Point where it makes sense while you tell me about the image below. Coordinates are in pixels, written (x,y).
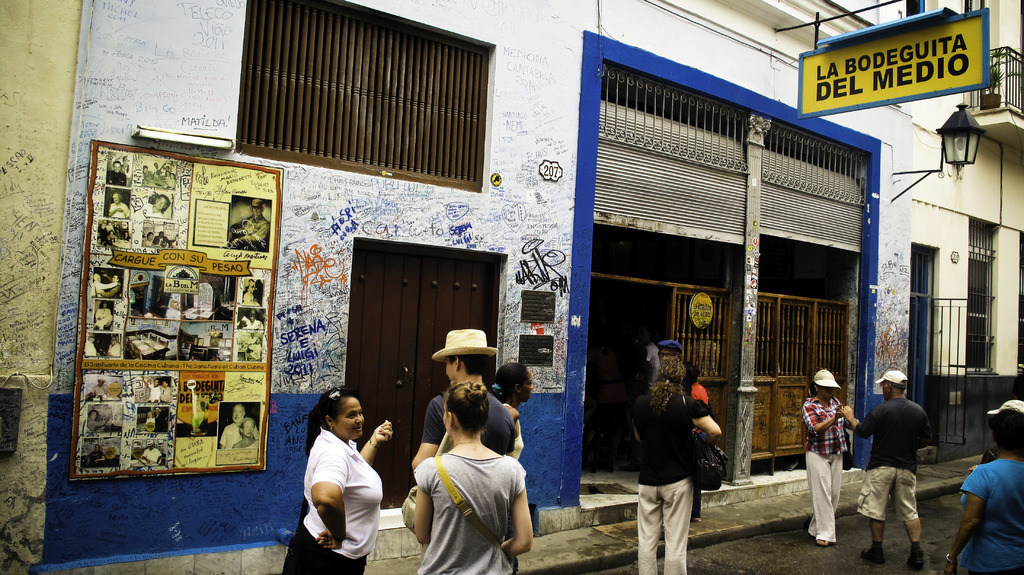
This is an outside view. At the bottom (656,500) there are few people (357,493) standing on the road (749,561). Here I can see a building (334,206). On the left side (163,362) there is a poster (125,280) attached to the wall (114,96). On the poster (138,418), I can see few images (146,281) of persons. On the wall (310,293), I can see the text (325,268). On the right side (733,230) there is a shutter (731,210). In the top right (899,55) there is a board (926,65) on which I can see some text (908,55).
